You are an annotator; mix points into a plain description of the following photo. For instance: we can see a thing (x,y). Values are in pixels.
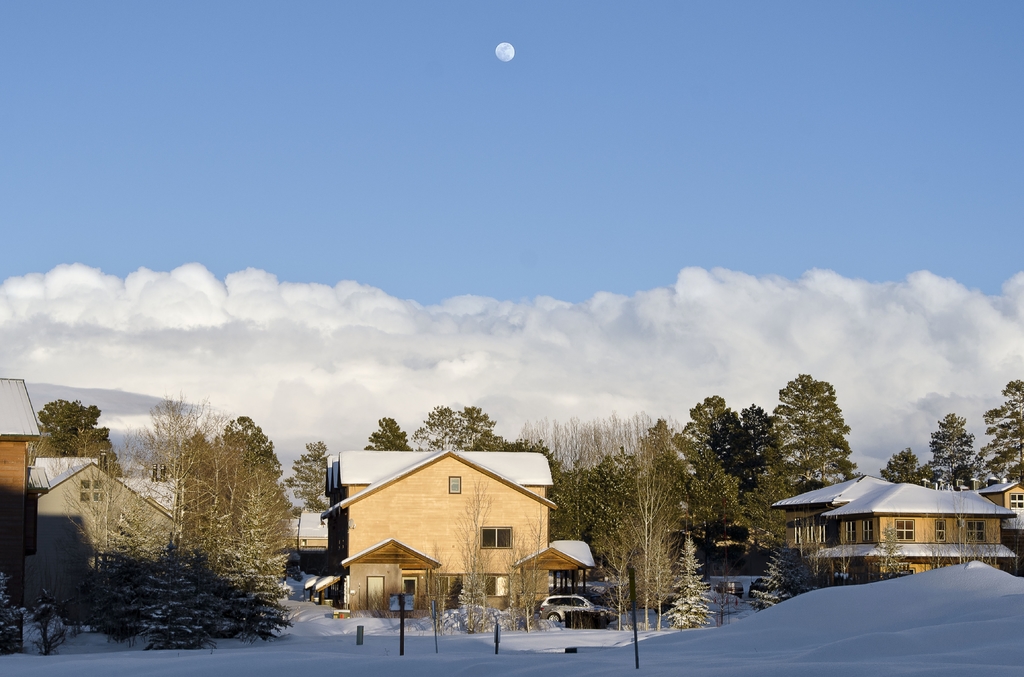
In this image, there are a few houses (897,504), trees (245,572) and plants (234,589). We can see the ground (742,646) covered with snow (742,646) and some objects (406,594). We can also see a vehicle (583,613) and some poles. We can also see the sky (445,287) with clouds (437,303).
